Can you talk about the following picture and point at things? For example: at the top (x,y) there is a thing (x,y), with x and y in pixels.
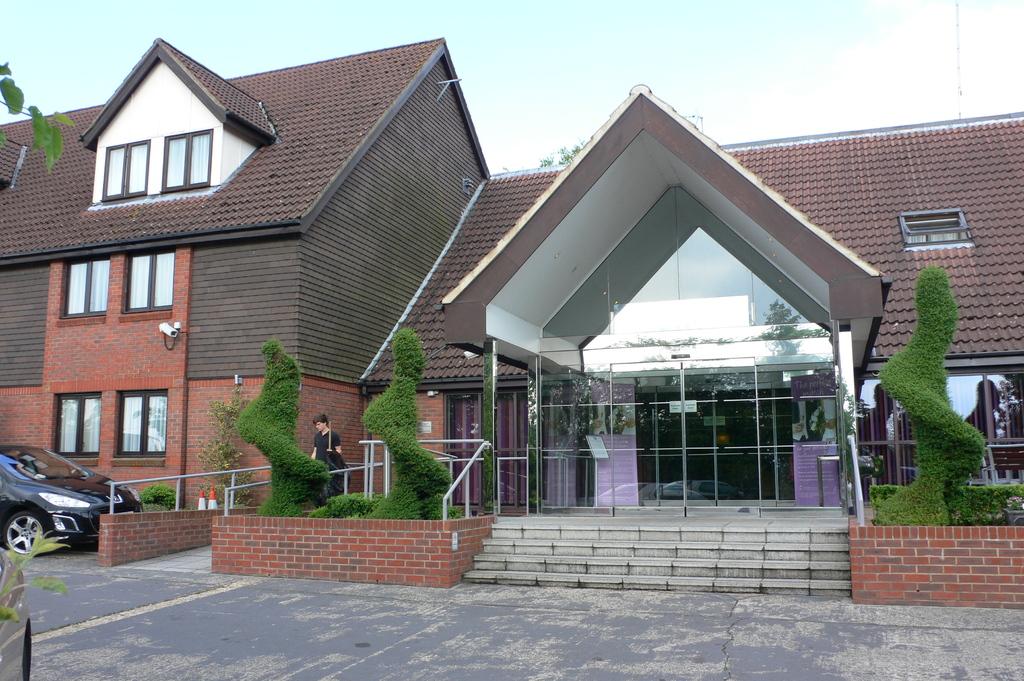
In this picture I can see building (370,205), plants (1002,503), a car (48,478) parked and a human (323,419) carrying a bag (339,459) and I can see a blue cloudy sky (695,87).
